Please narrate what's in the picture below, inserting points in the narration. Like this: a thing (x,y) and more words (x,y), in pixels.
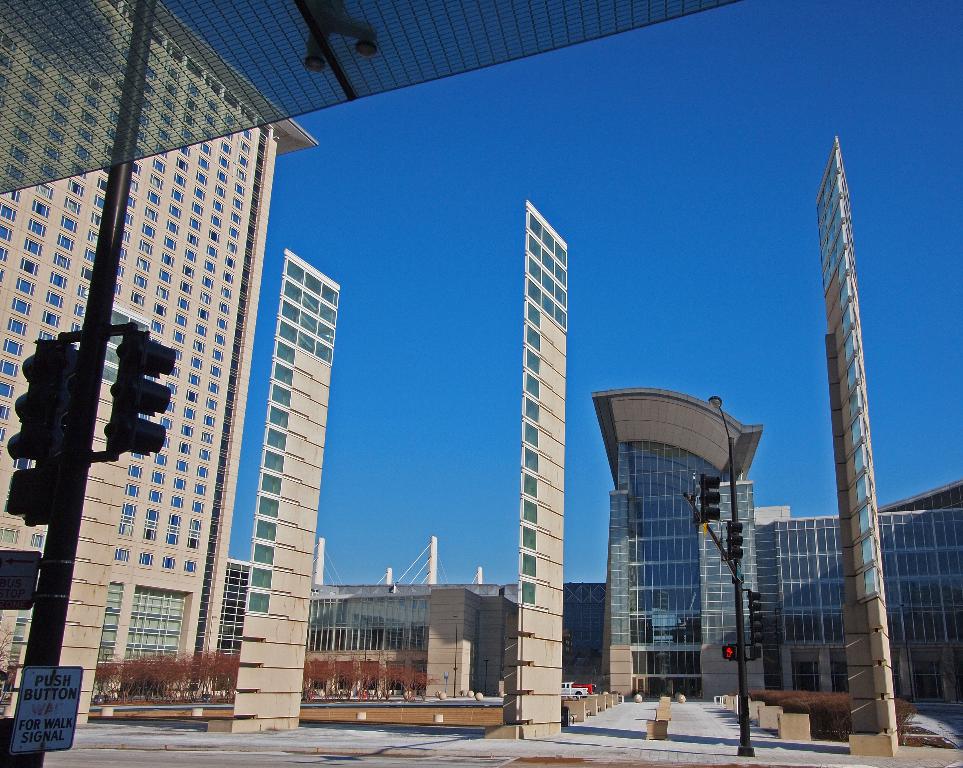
In the center of the image (528,314) we can see the sky (488,255), buildings (775,603), two sign boards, traffic lights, poles (59,554), windows (638,521), trees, vehicles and a few other objects (91,122).
